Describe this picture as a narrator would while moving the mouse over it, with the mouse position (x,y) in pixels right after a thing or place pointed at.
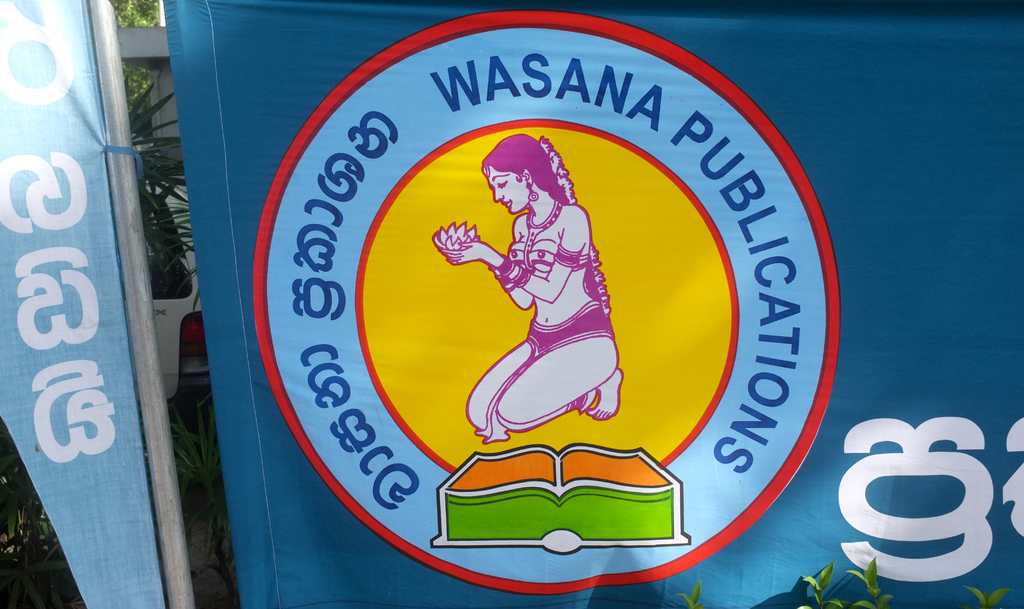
In this picture we can see a logo (555,175) and some text (773,316), in the background (130,19) there are some plants (134,136), we can see leaves (876,608) at the right bottom (821,596).
